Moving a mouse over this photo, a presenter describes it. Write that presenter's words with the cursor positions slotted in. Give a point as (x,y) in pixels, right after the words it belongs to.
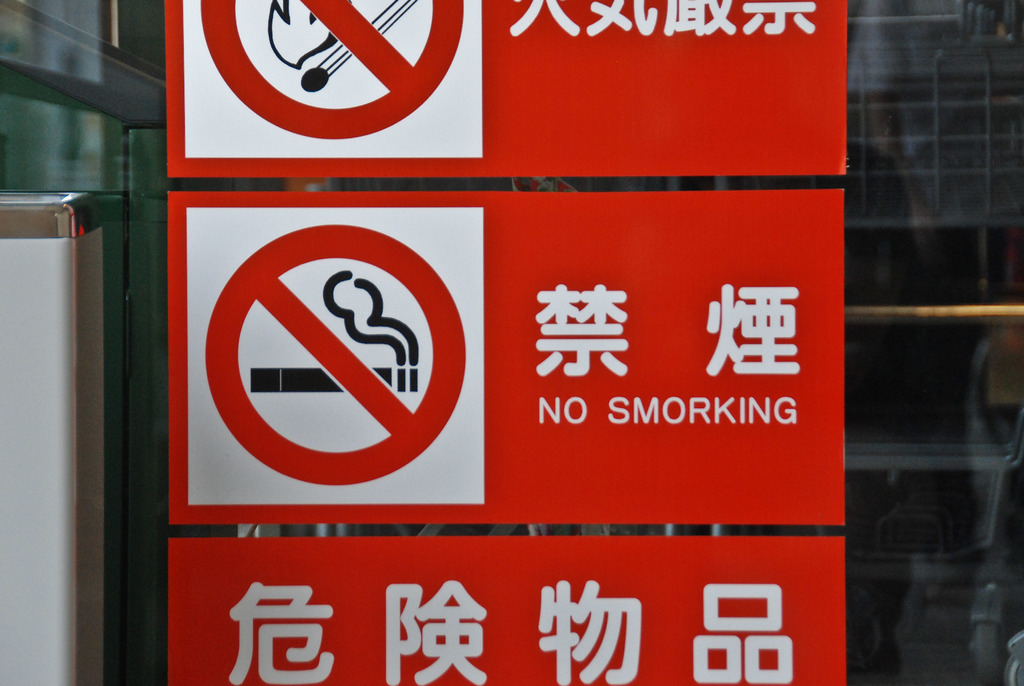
In the picture I can see red color caution boards (490,355) on which we can see some text (319,645) and some images (369,427) are pasted on the glass doors (963,147).
